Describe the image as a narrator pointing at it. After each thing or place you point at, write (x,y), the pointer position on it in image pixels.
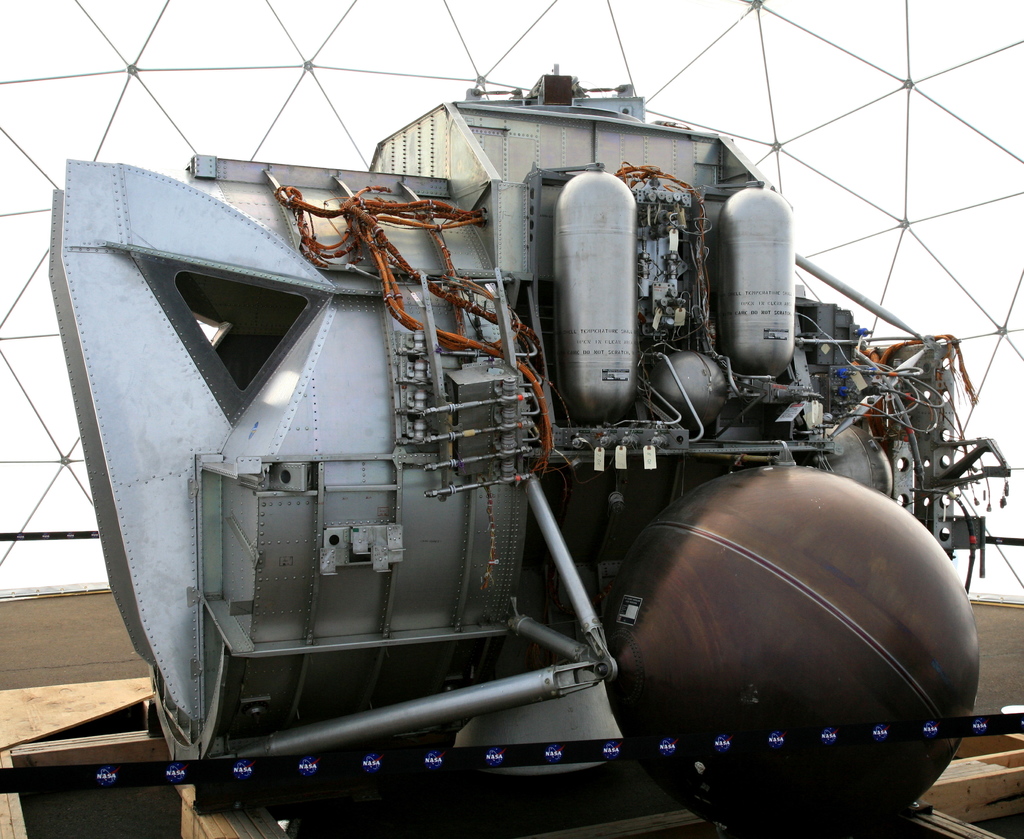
In this image, in the middle (539,519), we can see an electronic instrument (539,507). On the right side (805,681), we can also see a tank (908,710). In the background (78,33), we can see a glass window (841,192).
